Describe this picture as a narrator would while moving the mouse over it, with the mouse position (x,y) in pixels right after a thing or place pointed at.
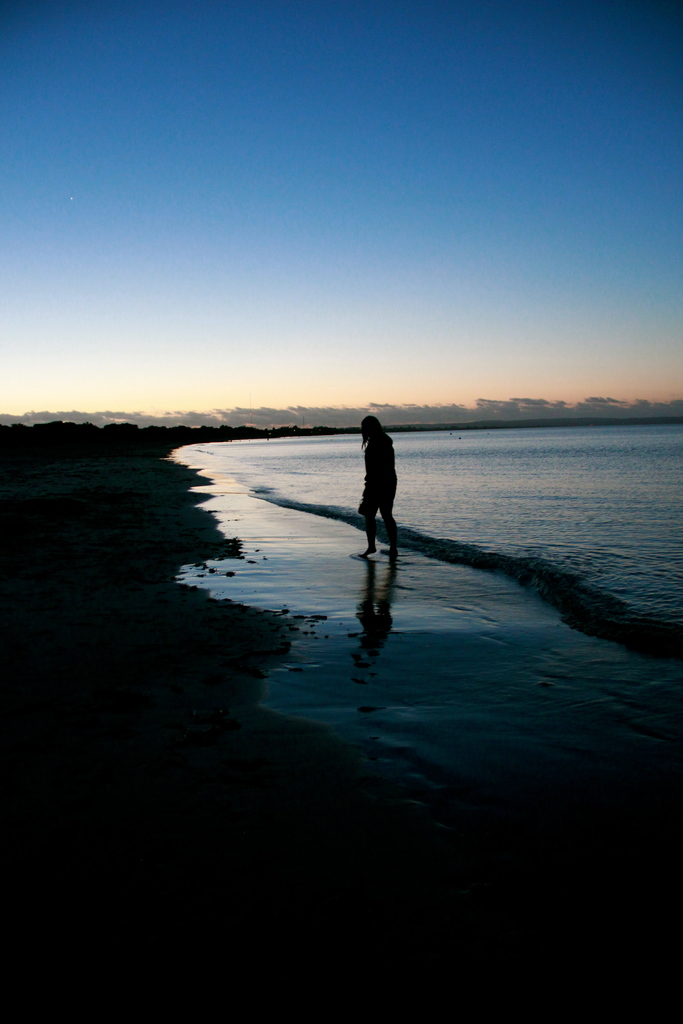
In this picture we can see a person (374,506) is walking on the shore (344,538). In front of the person (367,456) there is water (313,459) and the sky (333,206).
